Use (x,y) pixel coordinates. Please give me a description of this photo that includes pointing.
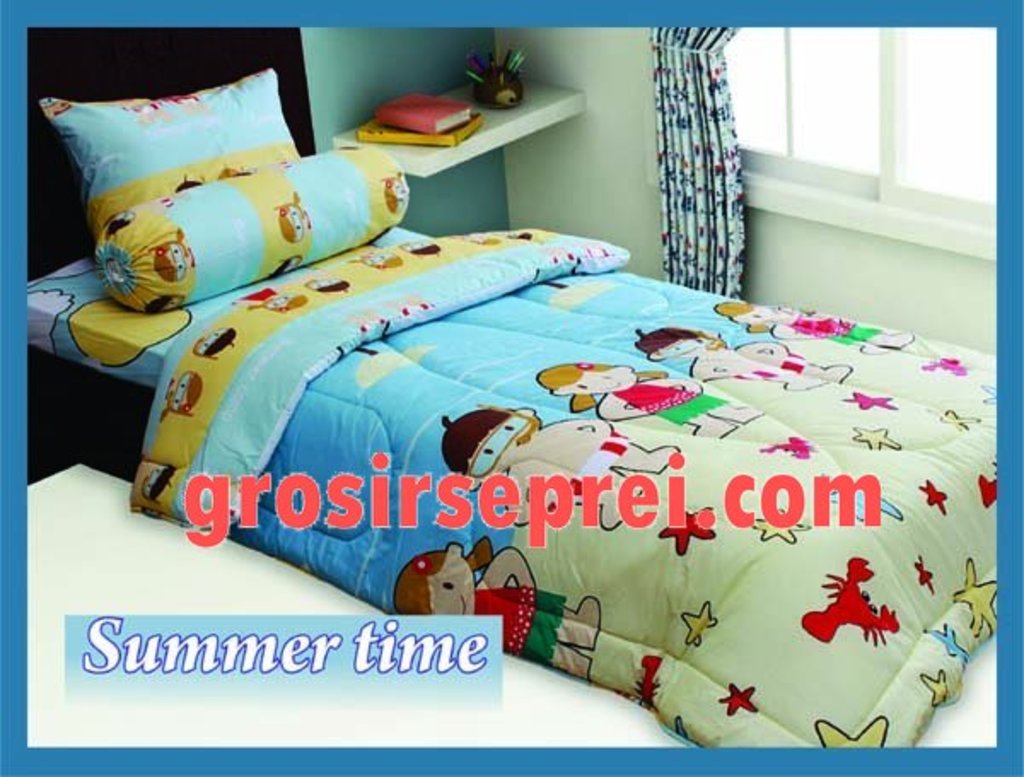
In this image we can see a bed (395,402), on the bed (295,414), we can see the pillows (170,213), also we can see a curtain (732,157), window (737,90) and a shelf (400,146), on the shelf (492,124), we can see the books (434,120) and pens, on the image we can see the text (459,502).
